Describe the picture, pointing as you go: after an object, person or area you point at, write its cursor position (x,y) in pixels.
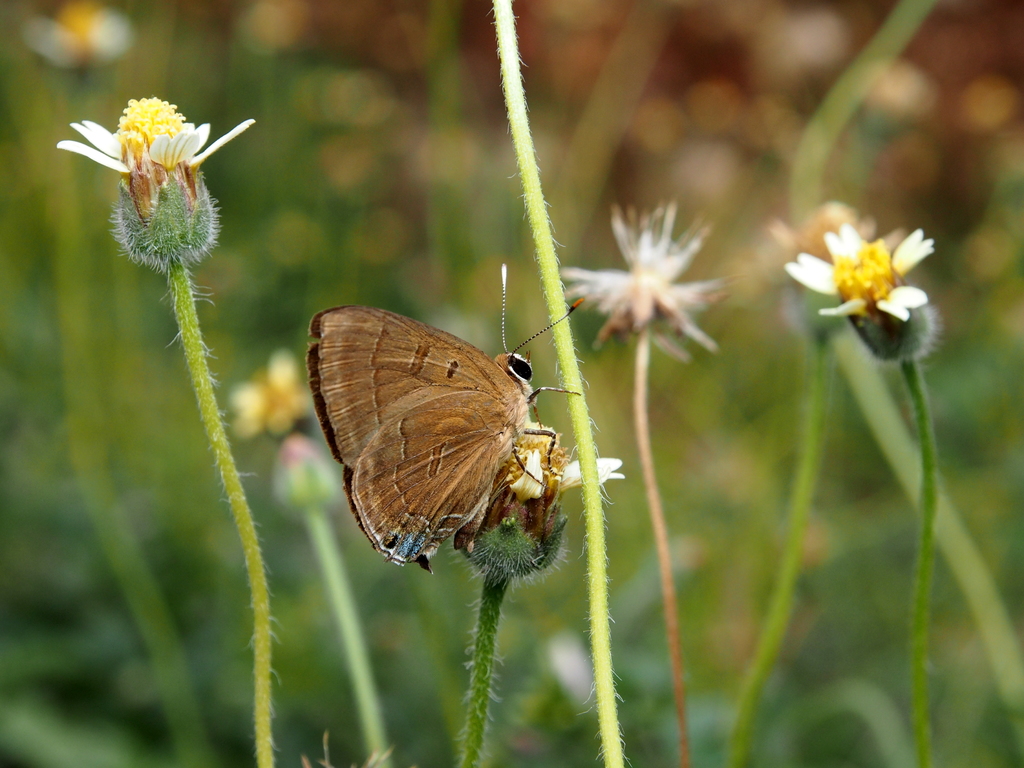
In this image I can see a butterfly (498,445) is on the flower (545,466). It is in brown and black color. I can see few flowers (857,250) which is in white and yellow color. Background (581,65) is blurred.
